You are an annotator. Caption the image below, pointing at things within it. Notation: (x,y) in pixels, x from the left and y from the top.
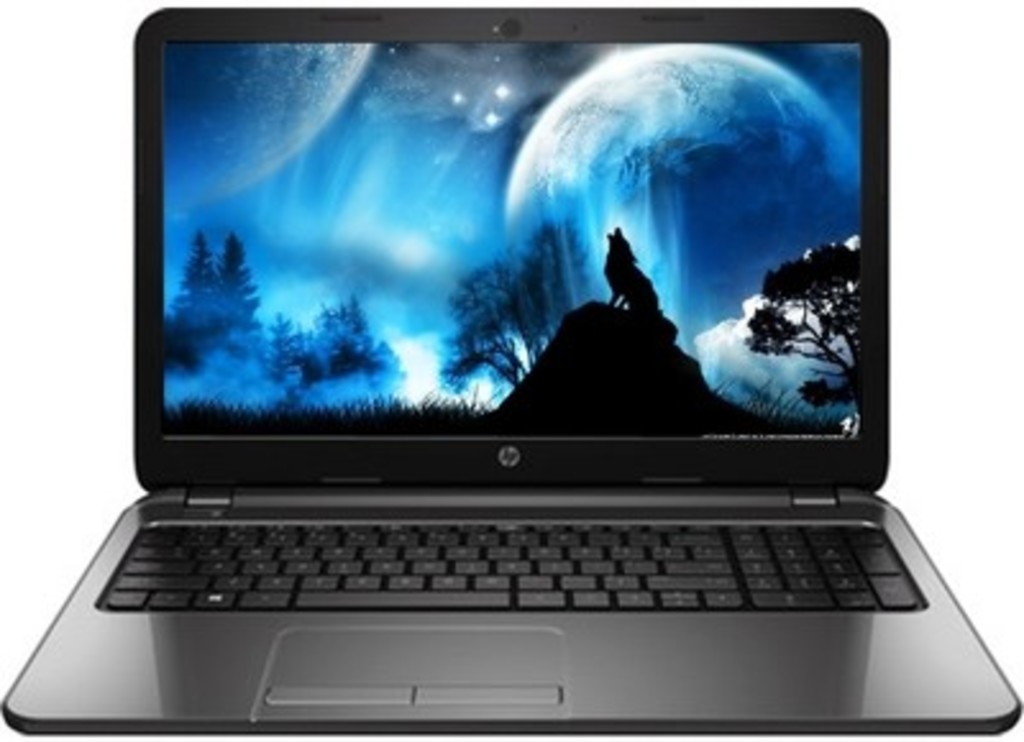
In this image, we can see laptop (399,528). On the screen (514,305), we can see an animal (624,297) and trees (455,373).
